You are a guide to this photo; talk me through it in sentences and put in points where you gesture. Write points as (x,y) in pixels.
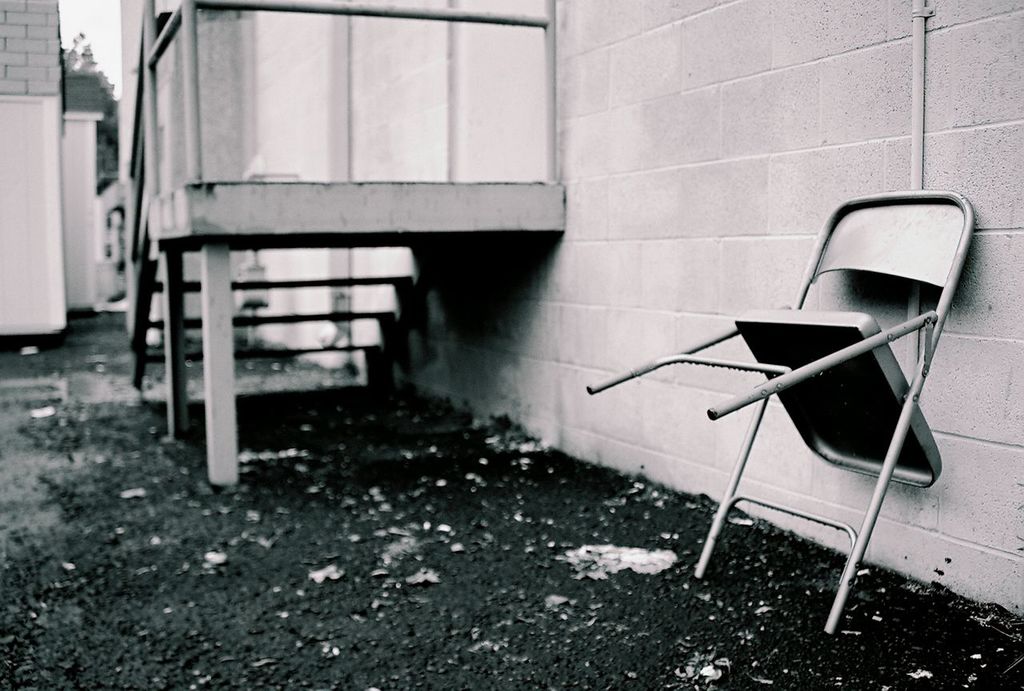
In this picture we can see one chair (831,359) which is leaning on to the wall (841,134). And this is the road (132,591), here we can see the sky (99,22).
